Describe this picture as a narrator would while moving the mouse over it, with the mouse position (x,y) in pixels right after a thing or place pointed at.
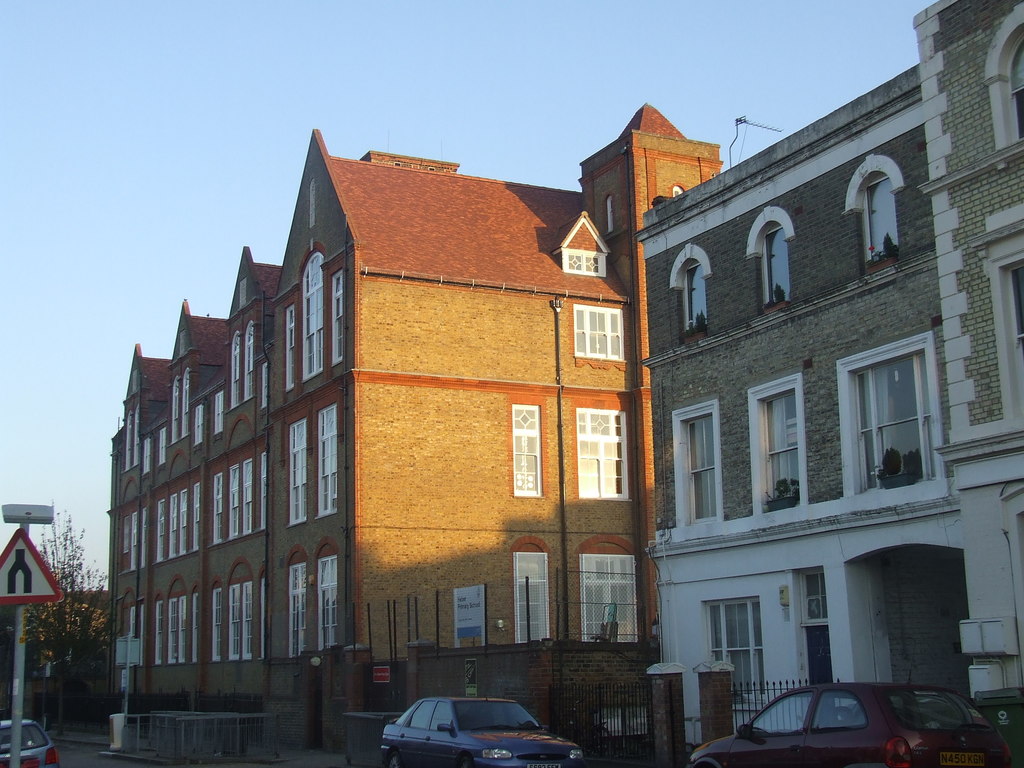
In this image there are vehicle (750,758) moving on a road (84,753), in the background (666,710) there are railings (618,708), walls (519,673), buildings (309,595), trees (83,549) and the sky (365,136) on the left side (39,587) there is a sign board (22,604).
